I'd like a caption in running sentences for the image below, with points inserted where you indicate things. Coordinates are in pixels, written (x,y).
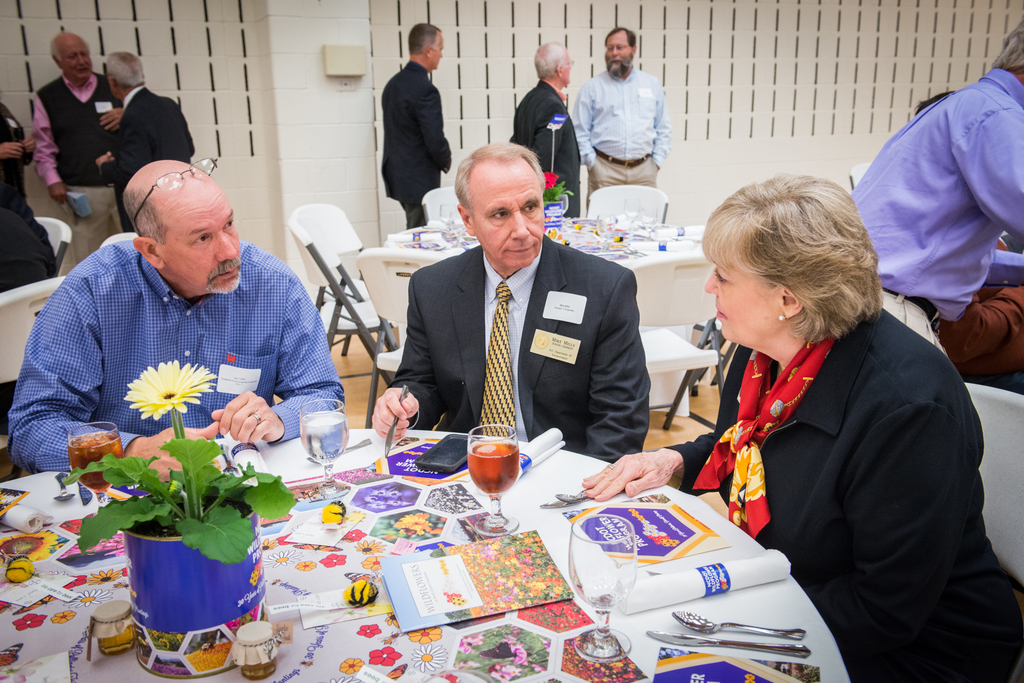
In this picture we can see a group of men (277,303) and women (903,585) sitting at the round table (529,518). In the front (191,516) there is a flower pot (255,528), papers (451,612) and wine glasses (587,525). Behind there are some persons (154,119) standing and discussing something. In the background (505,12) we can see a white wall (961,8).
